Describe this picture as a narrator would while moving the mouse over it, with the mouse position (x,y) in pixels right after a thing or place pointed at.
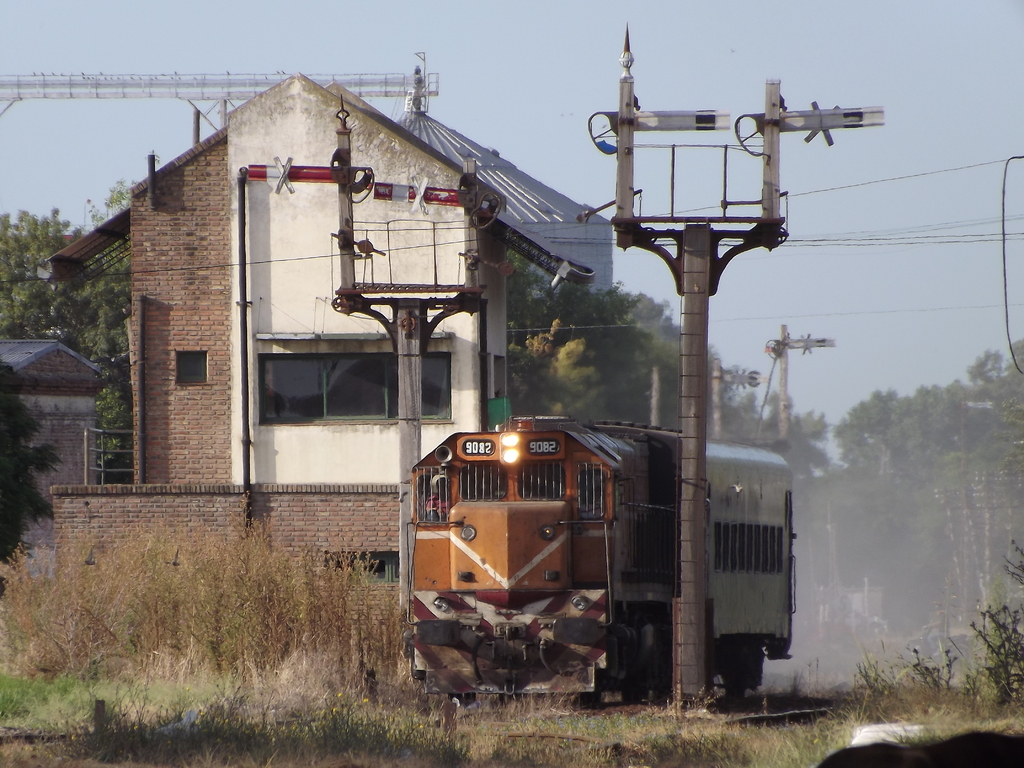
In this image I can see the grass ground (576,700), a train (549,534), few poles (686,438), number of wires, few buildings (209,471) and number of trees (858,504). On the right side of the image (805,568) I can see smoke (857,513) and in the background (966,134) I can see the sky (937,121). I can also see bushes (19,561) on the ground (762,737).
